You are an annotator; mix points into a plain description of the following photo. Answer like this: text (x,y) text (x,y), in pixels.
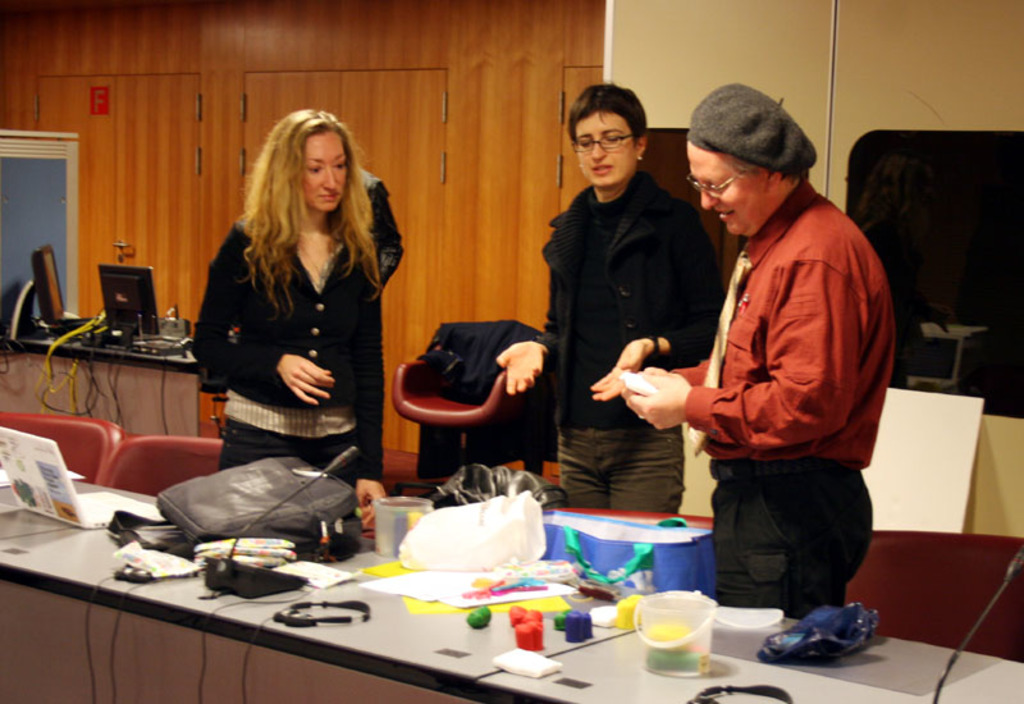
In this image I can see few people (787,449) are standing in front of a table (306,678). Here on this table (290,682) I can see a bag (328,483), a mic (357,449) and few stuffs (389,571). In the background (21,259) I can see two monitors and a wall (160,44).
